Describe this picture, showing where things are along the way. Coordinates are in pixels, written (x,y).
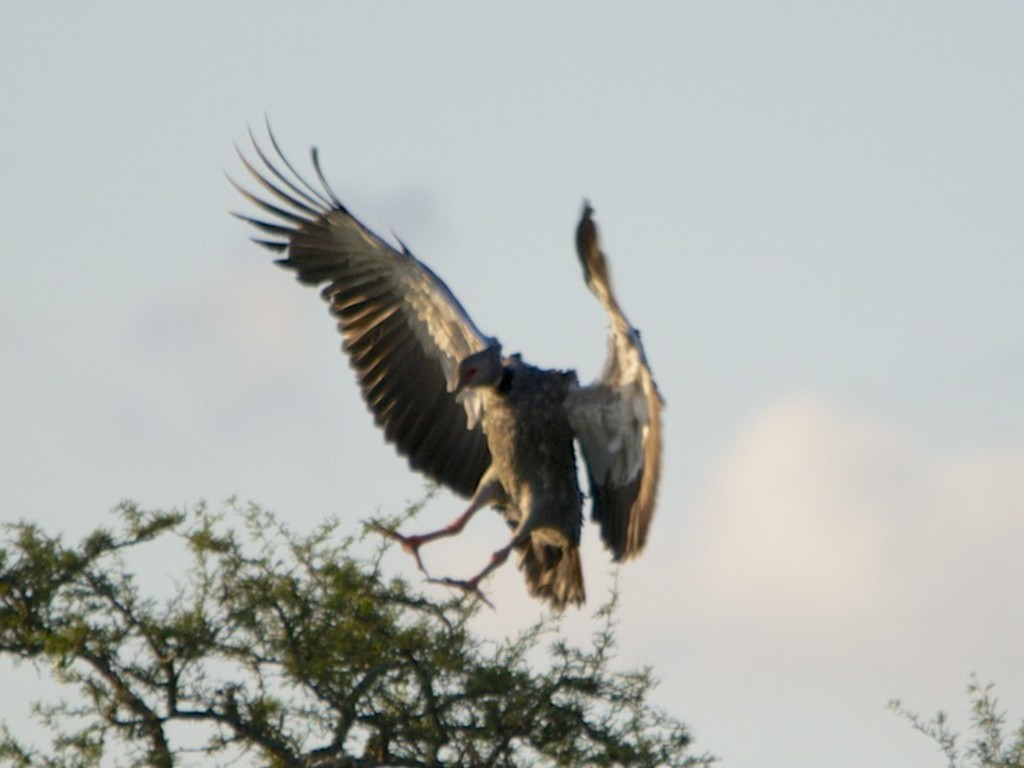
At the bottom of the image (151,657) there are branches (78,634) with leaves (177,635). Above them there is a bird (473,379) flying. At the top of the image (742,82) there is a sky (136,331).
